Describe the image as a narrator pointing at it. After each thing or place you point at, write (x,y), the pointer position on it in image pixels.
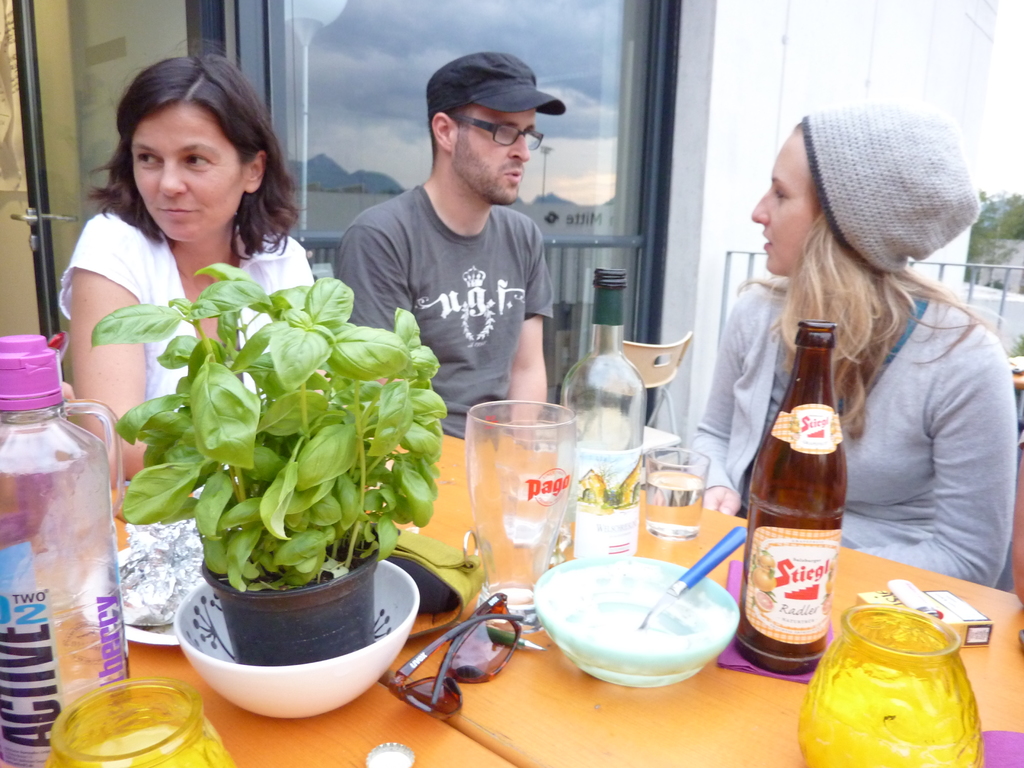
At the bottom of the image (595,640) on the table (576,672) there is a bowl (595,640) with a spoon (657,611), goggles (508,648), pot (246,599) with plant (293,419), glasses (552,404), bottles (785,611) and some other things (864,650). Behind the table (761,722) there are two ladies (878,288) and one man (470,267) with cap (493,108) and spectacles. Behind them there are glass doors (522,48). And also there is railing (997,314).
